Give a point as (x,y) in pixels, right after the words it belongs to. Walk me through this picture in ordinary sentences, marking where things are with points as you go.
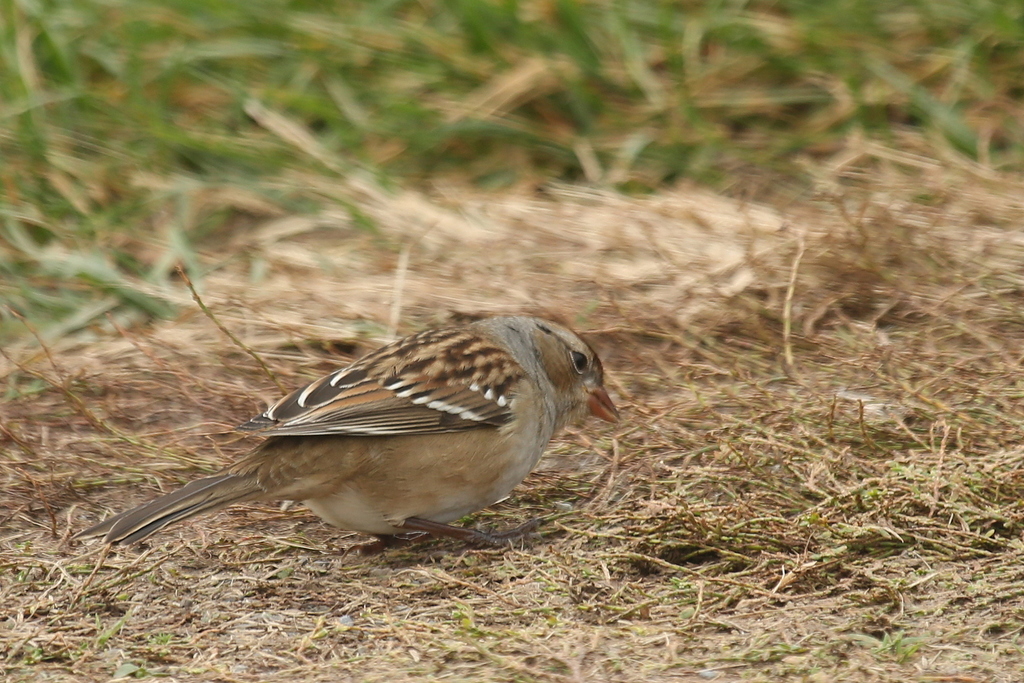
This picture shows a sparrow (376,376) and we see grass (257,216) on the ground (74,96).
